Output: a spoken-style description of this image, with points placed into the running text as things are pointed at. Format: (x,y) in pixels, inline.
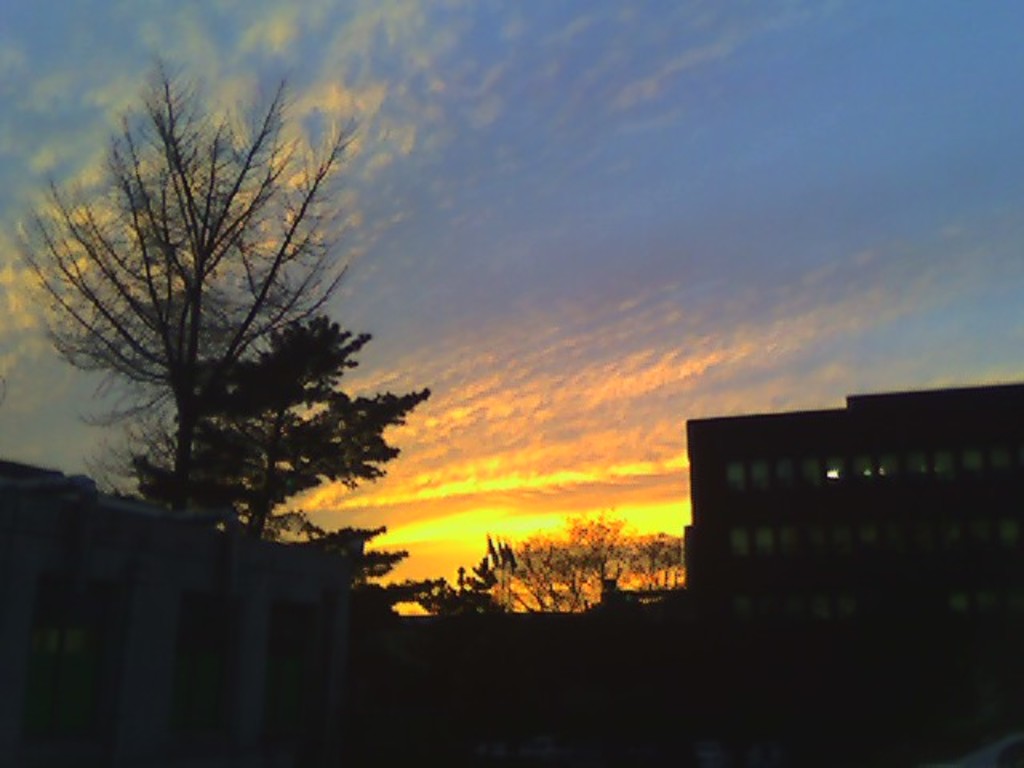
This picture is clicked outside. On the left (220,600) we can see a building (203,615) and the trees (311,464). On the right (825,489) there is a building (797,616). In the background (697,276) there is a sky (590,317) and the trees (405,596).
